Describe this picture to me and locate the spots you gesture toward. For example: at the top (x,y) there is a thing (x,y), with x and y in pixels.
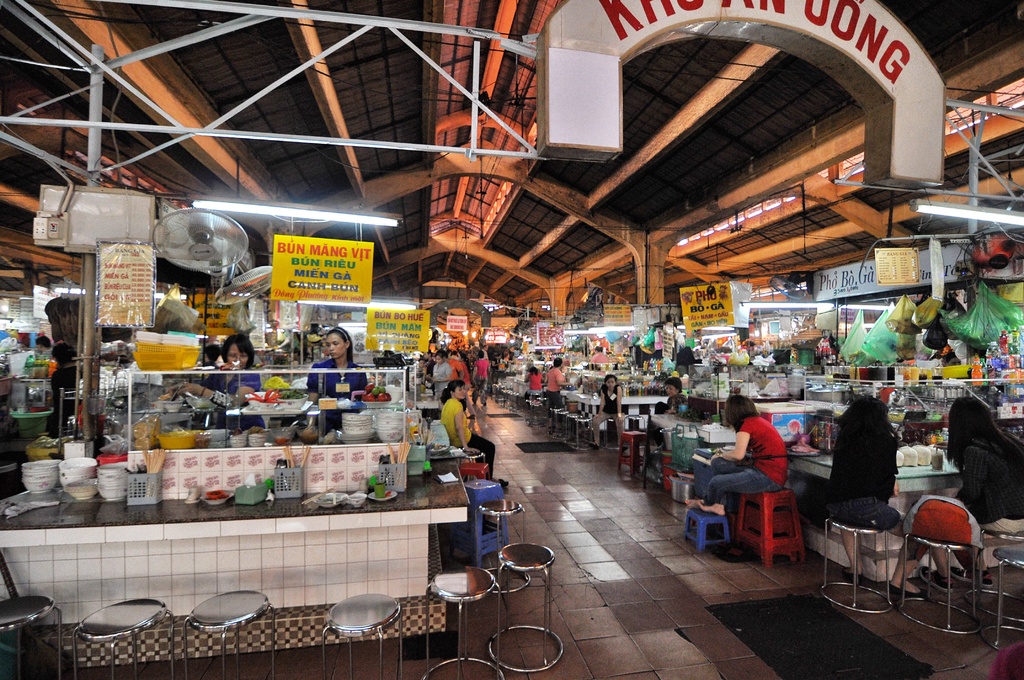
Here we can see food courts (347,510) and chairs (668,462) on the floor (444,549). We can see hoardings (354,265), plates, bowls (85,491), food items (150,431) on both the left (284,397) and right side (726,323). In the background (61,350) there are few people (61,370) standing and few are sitting on the chairs (793,540). We can also see table fan (201,255), lights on the roof top (405,250), poles (93,306), electric wires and some other items (239,500).
